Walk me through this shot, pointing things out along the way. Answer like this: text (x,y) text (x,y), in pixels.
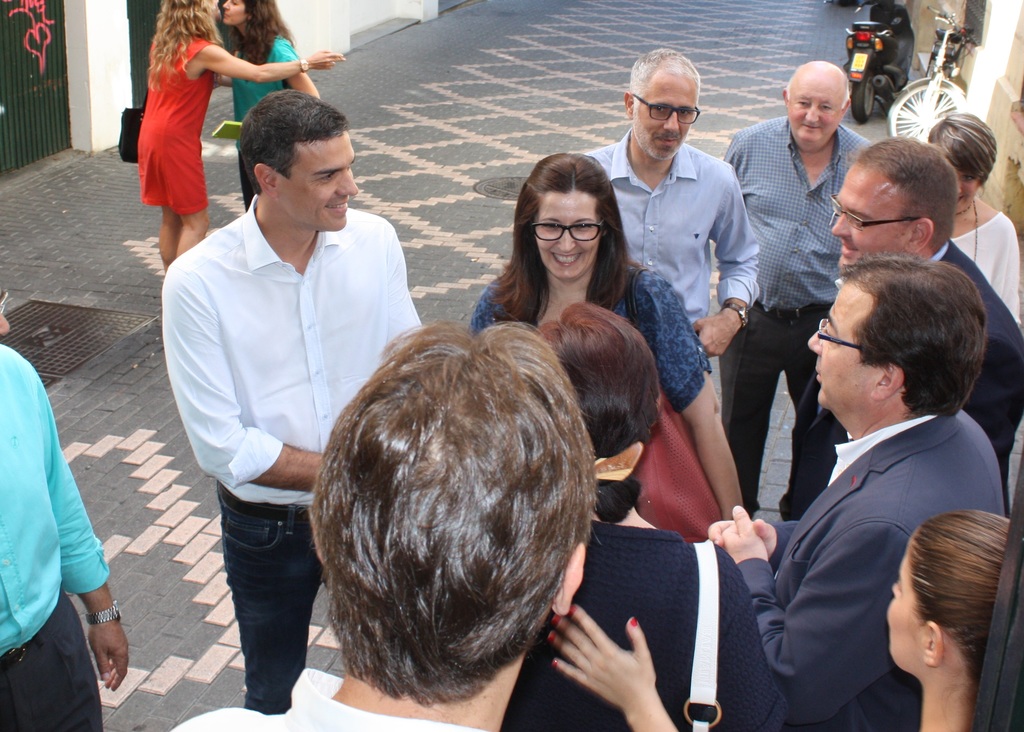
In this image I can see group of people (270,355) standing. There are vehicles (929,127) and there are walls (1006,42).
